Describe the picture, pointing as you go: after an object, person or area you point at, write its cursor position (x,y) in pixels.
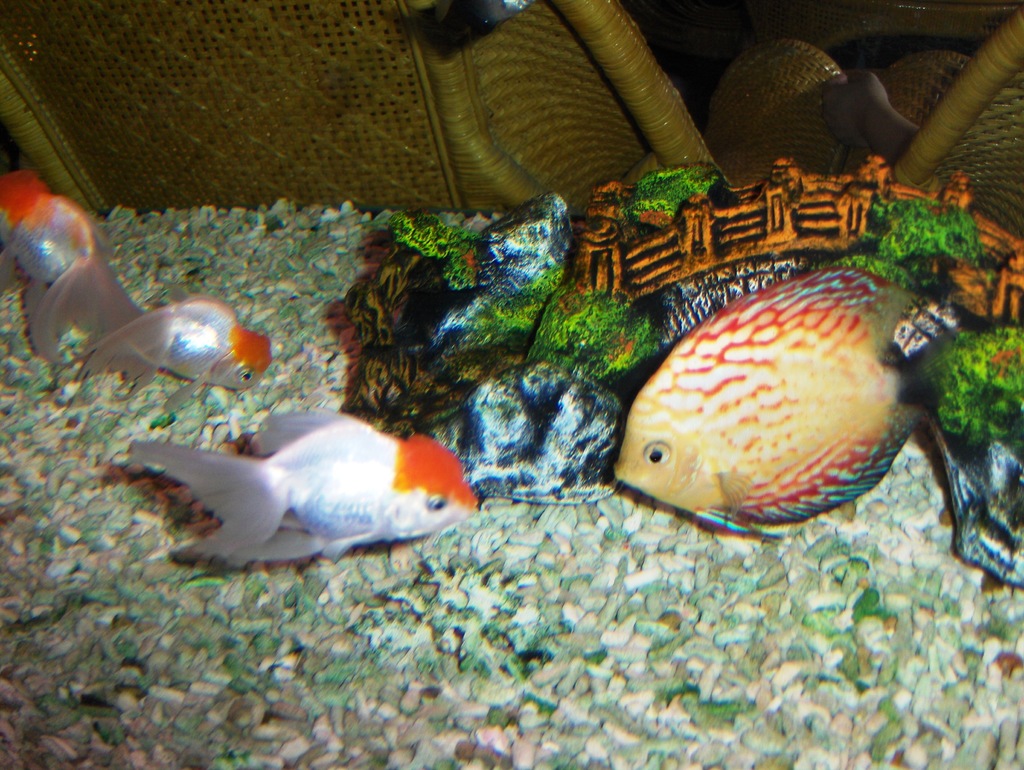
As we can see in the image there are different types of fishes (309,494) in aquarium (923,585).
